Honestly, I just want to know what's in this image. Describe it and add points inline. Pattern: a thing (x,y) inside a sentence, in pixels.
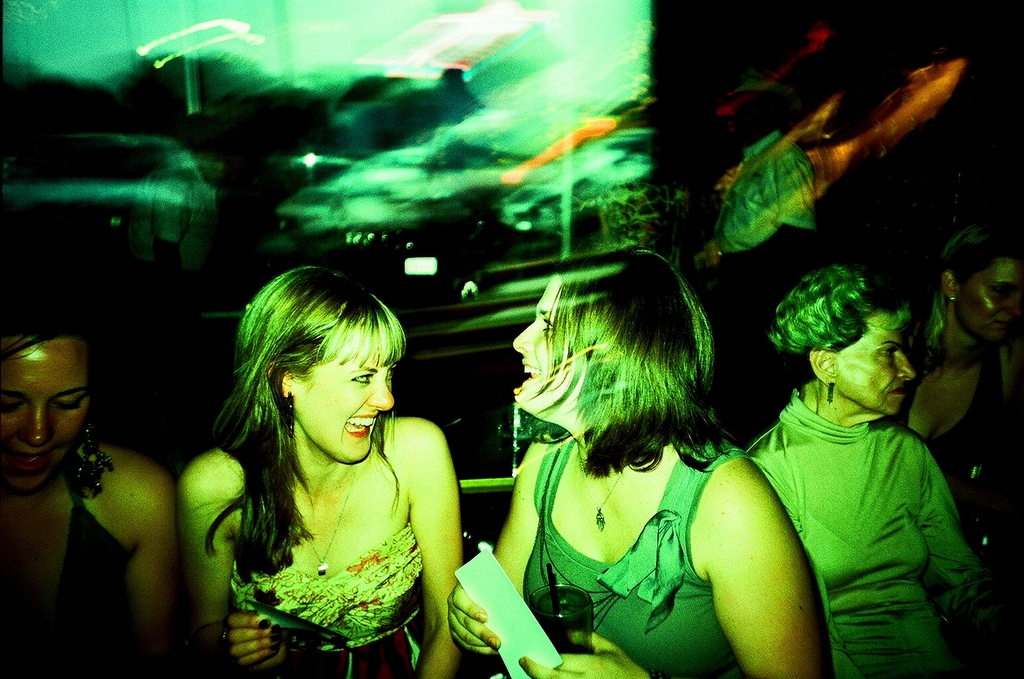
In this image we can see a group of people (660,474). In that a woman (660,599) is holding a card (494,578) and a glass (554,609) and the other is holding an object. We can also see some lights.
